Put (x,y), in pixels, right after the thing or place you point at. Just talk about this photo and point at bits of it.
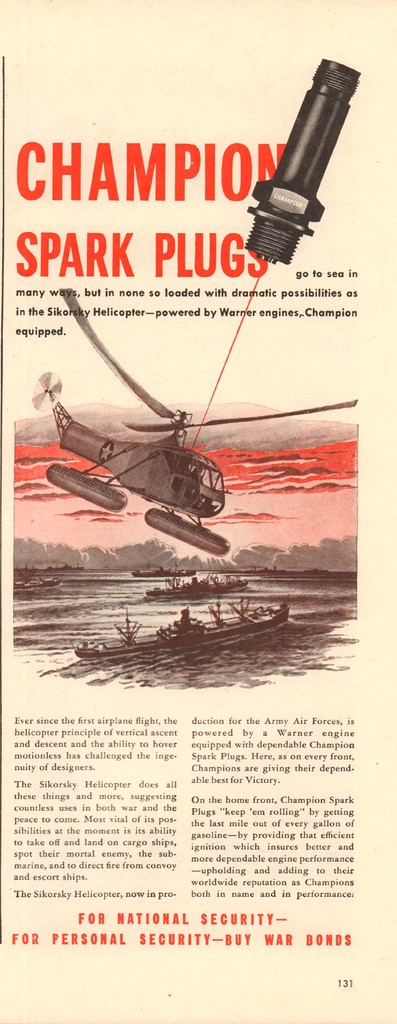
In this image I can see an aircraft (34,398) which is in gray color and a boat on the water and I can see something written on the image with black and red color.
